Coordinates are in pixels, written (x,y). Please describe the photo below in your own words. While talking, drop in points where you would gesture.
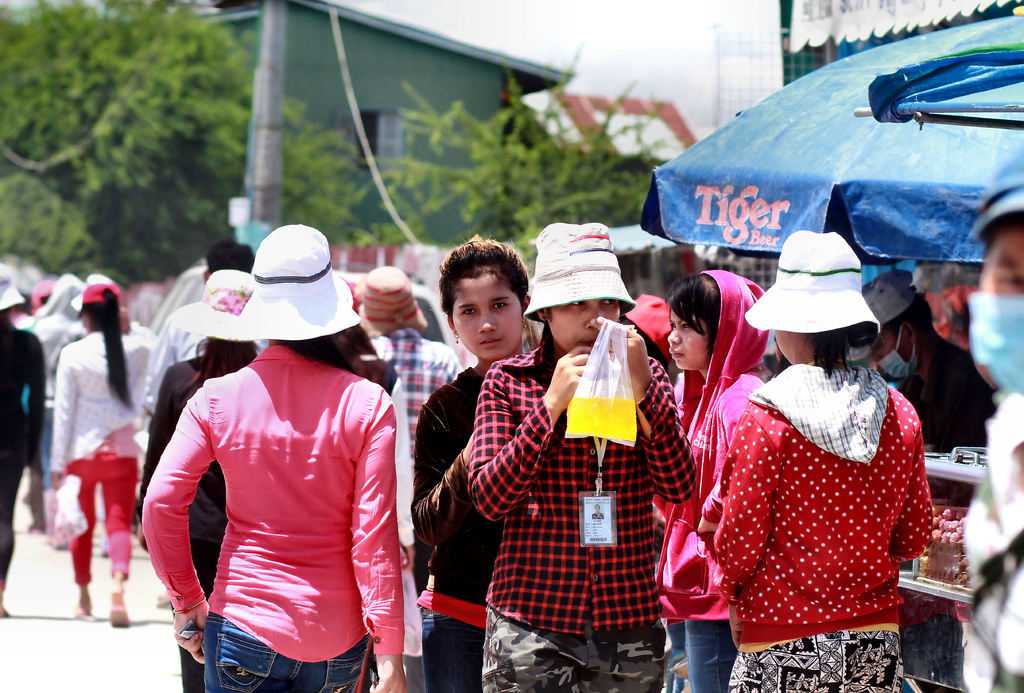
In the image in the center (534,286), we can see a few people (704,375) are standing, few people (549,385) are wearing hats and few people (512,397) were holding some objects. In the background (123,81), we can see the sky (541,47), clouds (596,41), buildings (430,85), trees (214,120), banners (842,34), poles (940,112), tents (926,137) and a few other objects (243,201).
